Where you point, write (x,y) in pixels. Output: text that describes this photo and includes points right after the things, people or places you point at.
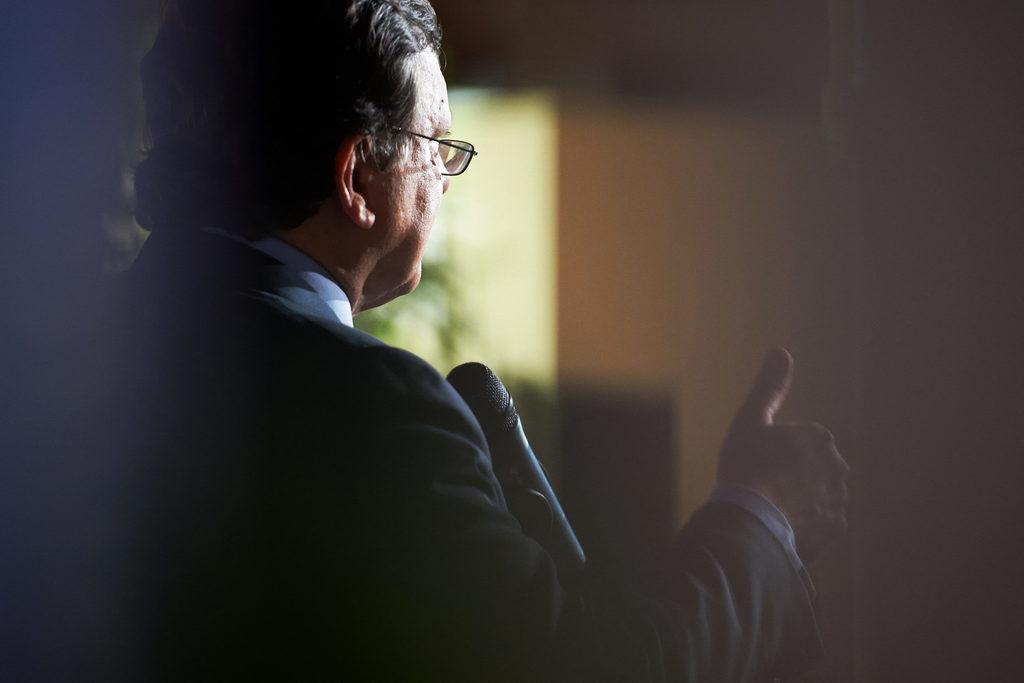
There is a man (326,343) and we can see microphone (490,424). Background (460,292) it is blur.
